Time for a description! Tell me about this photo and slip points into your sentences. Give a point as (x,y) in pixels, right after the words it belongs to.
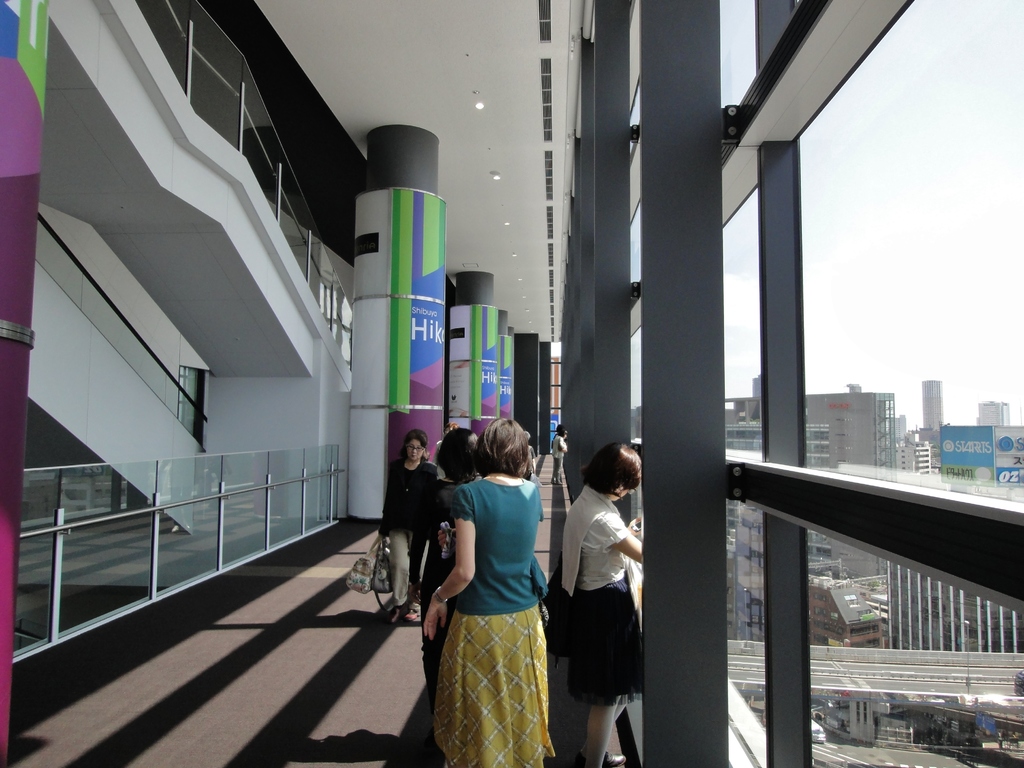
In this image I can see the floor (322,669), the glass railing (247,539), number of persons (412,535) standing, few pillars (401,411), the ceiling (432,35), few lights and the glass windows (846,374) through which I can see few buildings (830,611), few boards (1007,445), few vehicles (818,729) and the sky (873,269).
